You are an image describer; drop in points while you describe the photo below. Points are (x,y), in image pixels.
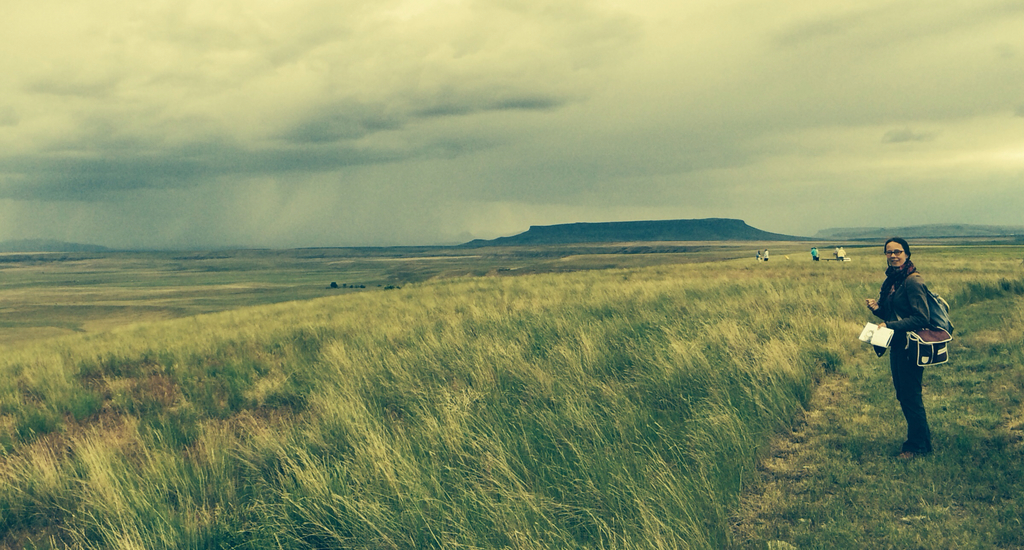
In this image I can see grass (377,376) on the ground (408,345). On the right side (894,335) there is a woman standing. In the background (763,233) I can see a mountain (864,232) and few people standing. At the top (674,63) I can see clouds (656,100) in the sky (462,119).
